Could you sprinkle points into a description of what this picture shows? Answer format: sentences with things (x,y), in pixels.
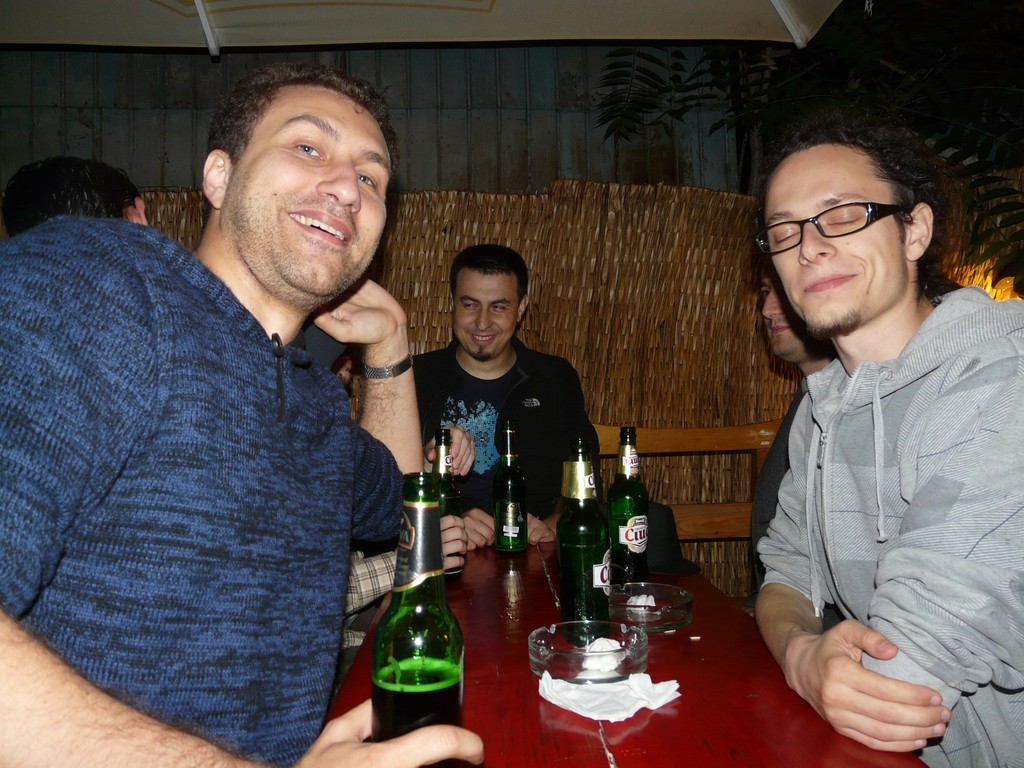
In this image there are people (781,443) who are sitting around the table (507,620). The man (443,743) to the left (223,377) is holding a glass bottle (416,689) in his hand (426,739). The man (859,405) to the right side (872,401) is sitting and smiling. There are beer bottles (580,564) on the table (522,620). In the background (516,224) there is a mat (506,215) and the wall (509,159).
